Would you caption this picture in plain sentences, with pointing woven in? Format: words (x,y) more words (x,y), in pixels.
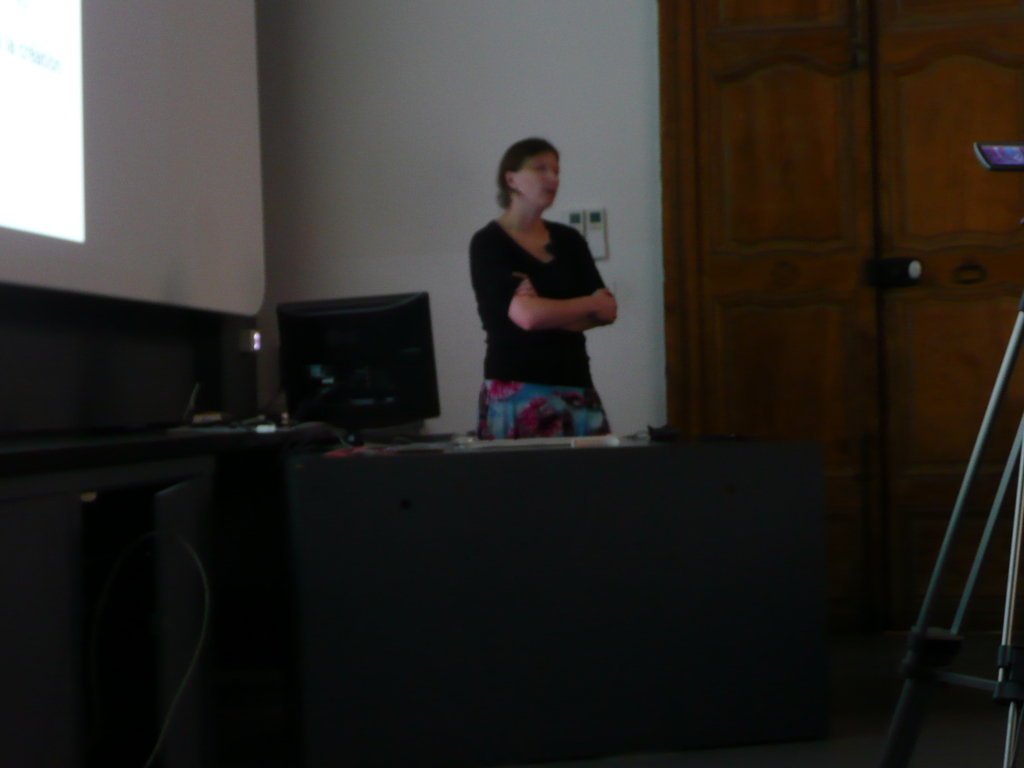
In this Image I see a person (557,244) standing over here and I can also see that there is a monitor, a tripod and In the background (1004,190) i see the door (798,110), wall (470,283) and an electronic device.
